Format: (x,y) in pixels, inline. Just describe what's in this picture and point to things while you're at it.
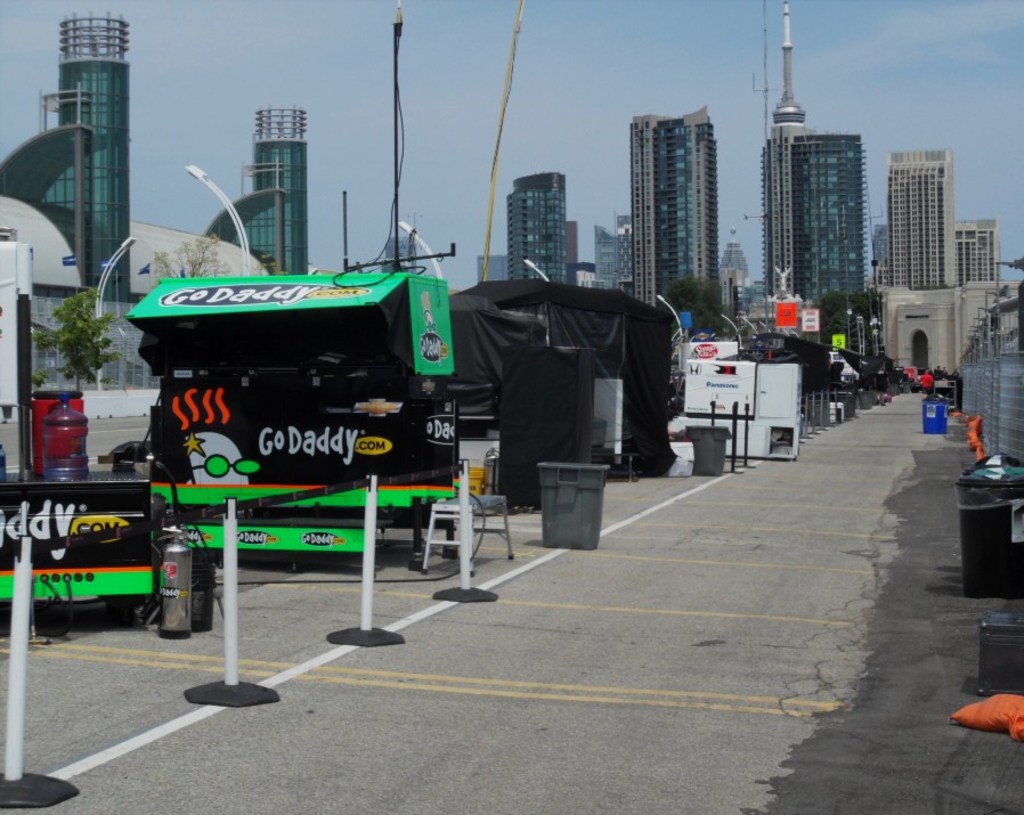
In the picture I can see few objects (280,442) which has something written on it and there are few dustbins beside it and there are buildings (570,228) in the background (828,208).
